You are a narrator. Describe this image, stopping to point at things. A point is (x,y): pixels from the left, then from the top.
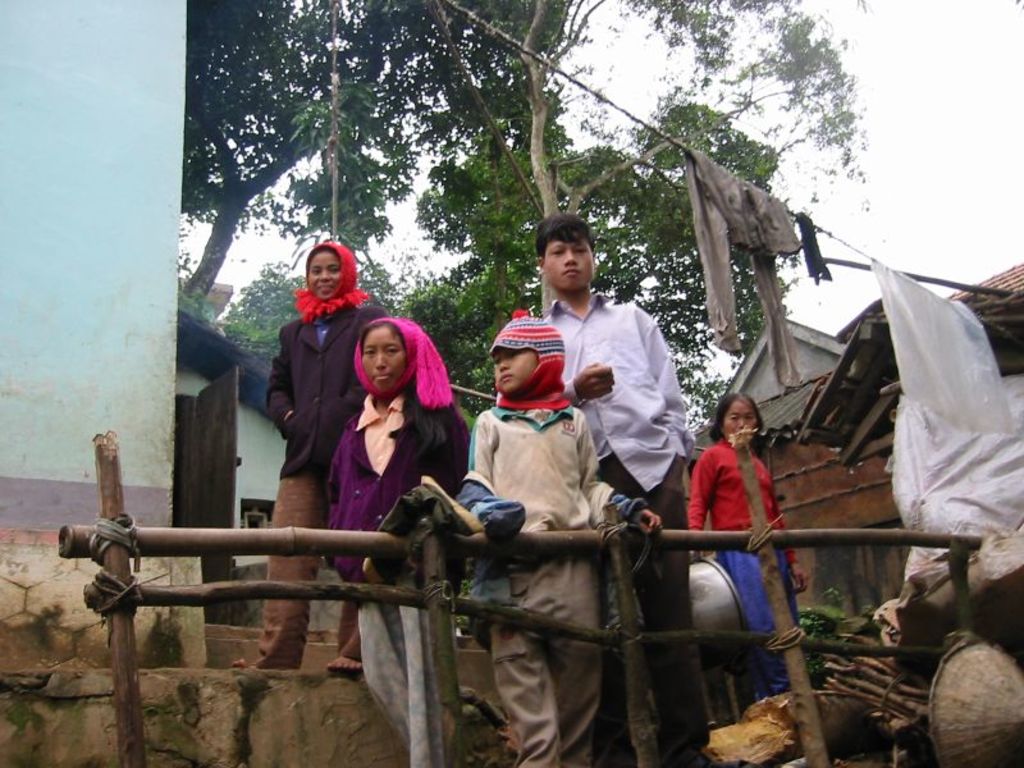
In the background (770,25) we can see the sky (997,167) and trees (544,84). In this picture we can see houses (105,131), rooftops (991,300), clothes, door (200,505), wooden railing (214,603), rope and few objects (1023,596). We can see people (560,479) standing.
